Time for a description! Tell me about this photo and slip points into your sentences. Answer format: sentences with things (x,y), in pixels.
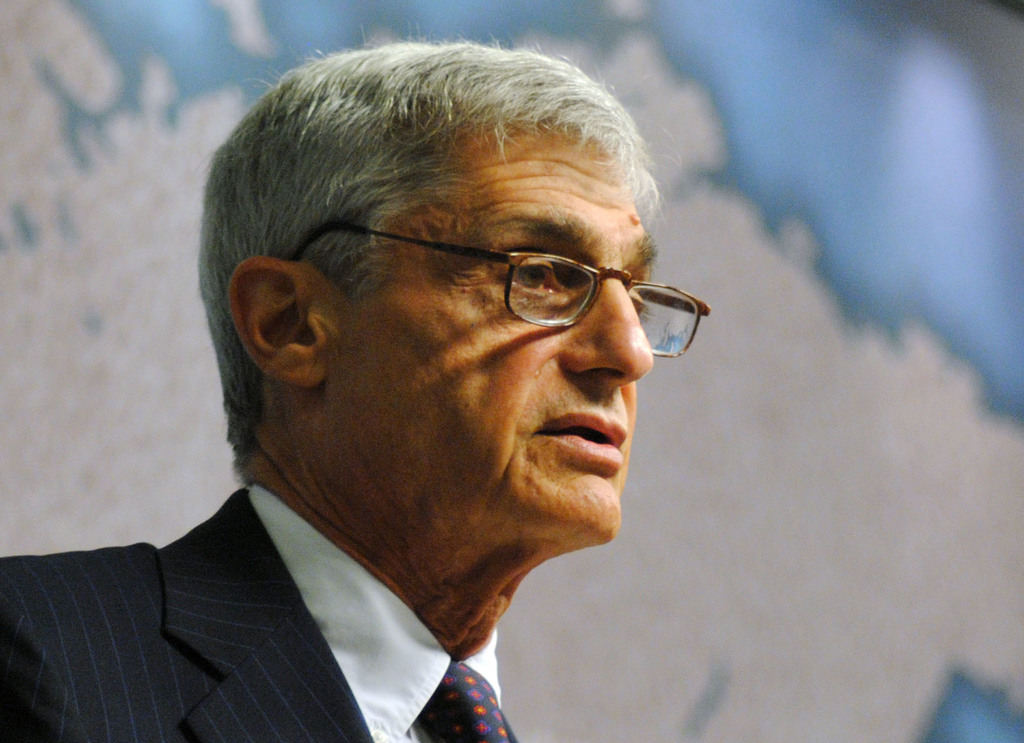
In this image I can see a person (373,536) wearing white shirt (364,620), black blazer (160,642) and spectacles (515,287). I can see the white and blue colored background (940,137) which is blurry.
